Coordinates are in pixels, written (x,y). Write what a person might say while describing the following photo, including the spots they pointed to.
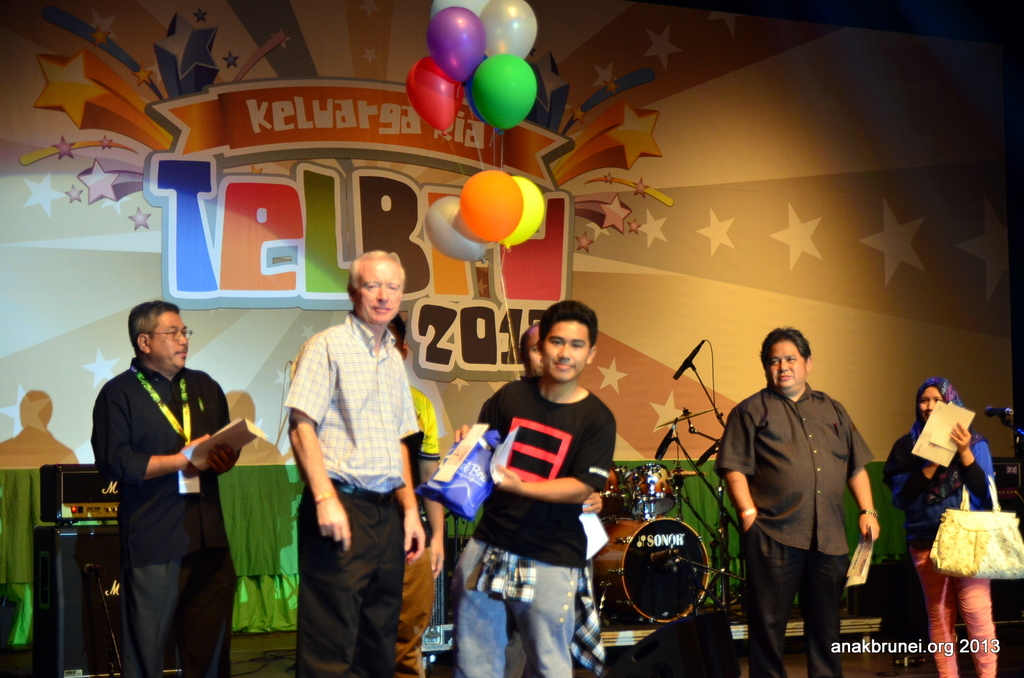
In the foreground of the image (216,380) there are people (348,446) standing. In the background of the image (632,548) there are musical instruments (607,585). There is a banner (619,335) with some text (382,209). There are balloons (504,79). At the bottom of the image (927,656) there is floor (856,636). There is some text (890,649).
